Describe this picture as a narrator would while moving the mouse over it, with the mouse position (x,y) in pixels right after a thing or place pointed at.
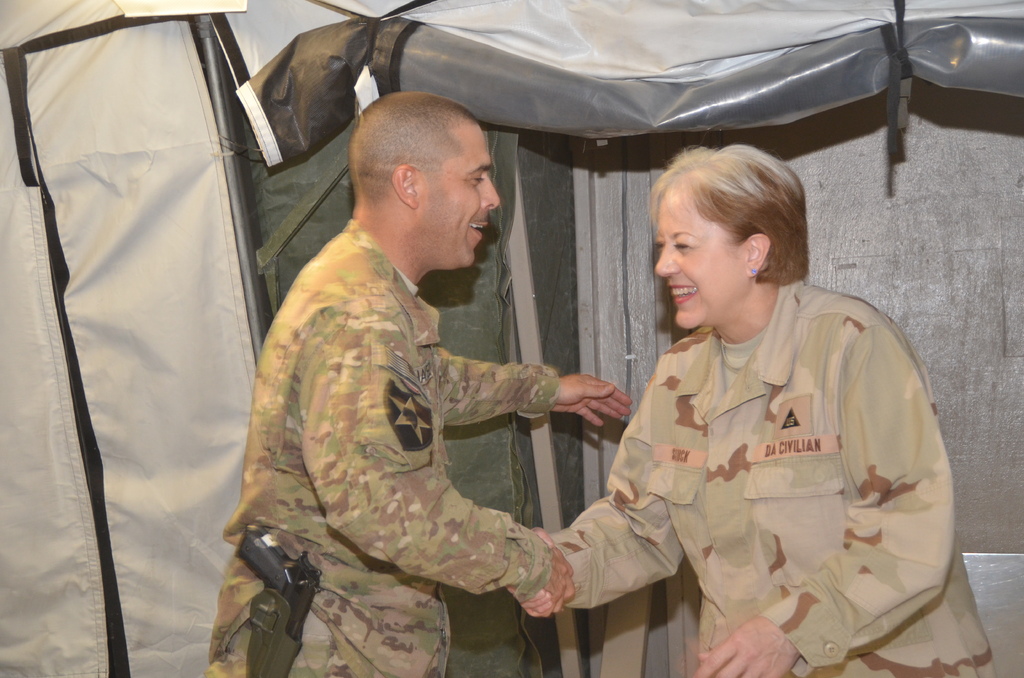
There are two people (436,427) standing and smiling and holding hands (558,552) each other. In the background (496,613) we can see tent (480,312).
